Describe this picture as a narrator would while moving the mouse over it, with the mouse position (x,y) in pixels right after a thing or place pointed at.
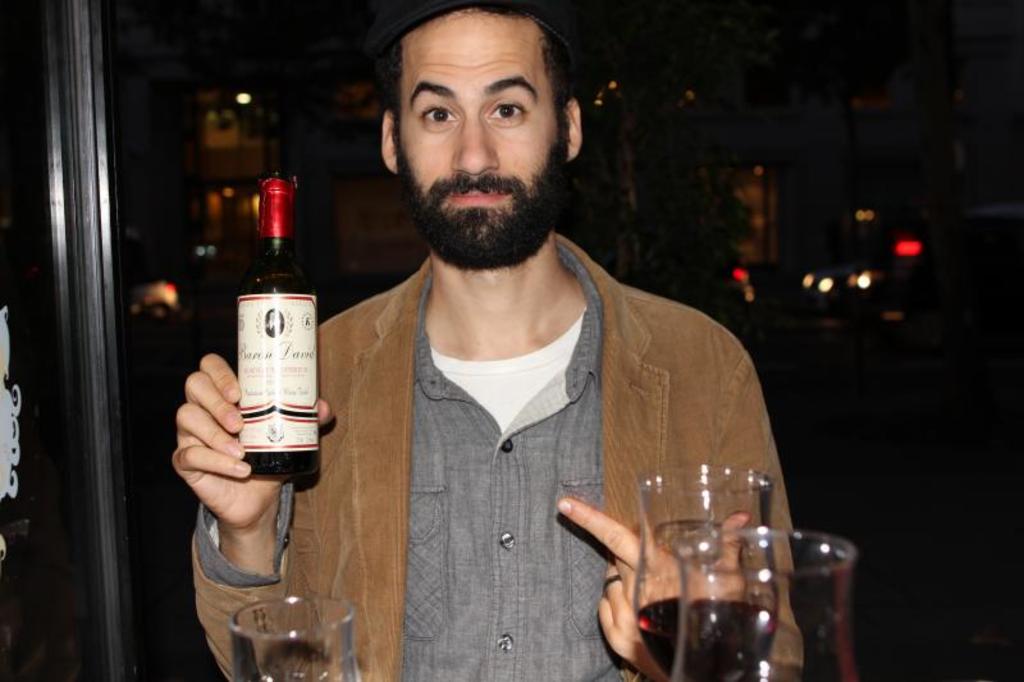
a person (401,389) is holding a bottle (305,373). at the right (686,551) there are 2 glasses (710,548). behind him there is a building (256,133).
